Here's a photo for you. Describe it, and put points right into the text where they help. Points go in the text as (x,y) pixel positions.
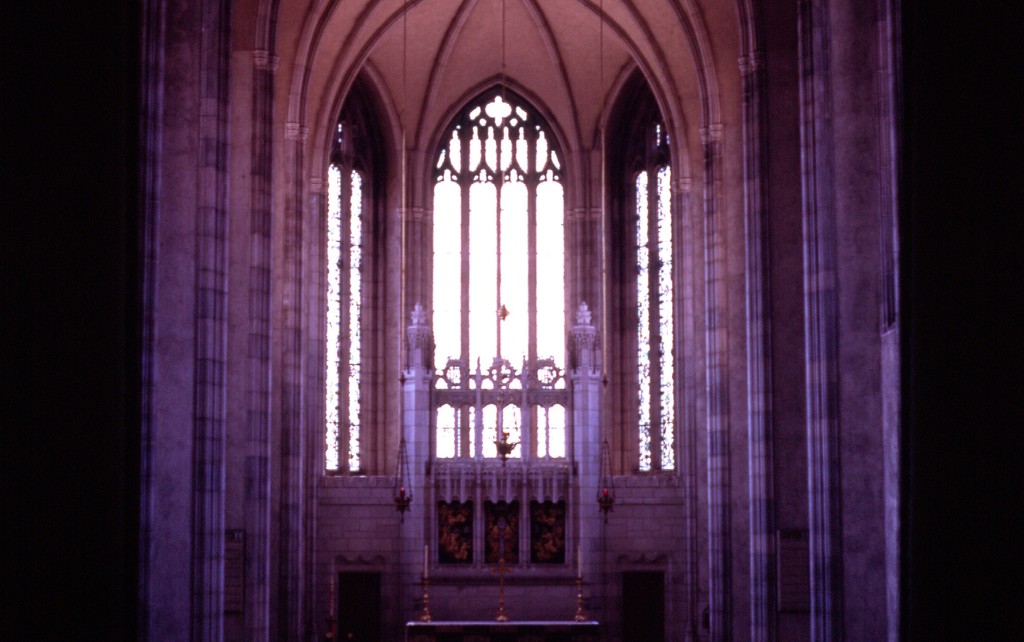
In this image I can see the inner view of the building (262,542). Inside the building (402,612) I can see the candles (425,591) and decorative objects (444,511). I can see dark on both sides.
